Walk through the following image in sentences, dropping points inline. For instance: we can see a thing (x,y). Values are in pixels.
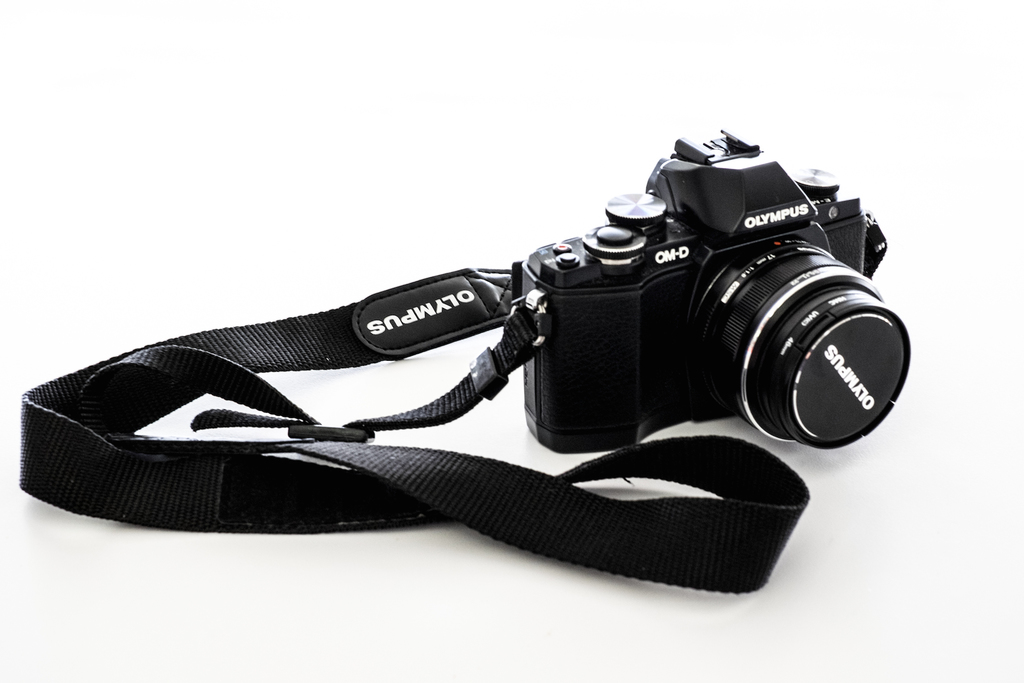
In this picture I can see a camera (742,318), which is of black in color and I see few words (749,269) written on it and I can see a tag (424,317) attached to it. I see that it is on the white color surface (470,233).
